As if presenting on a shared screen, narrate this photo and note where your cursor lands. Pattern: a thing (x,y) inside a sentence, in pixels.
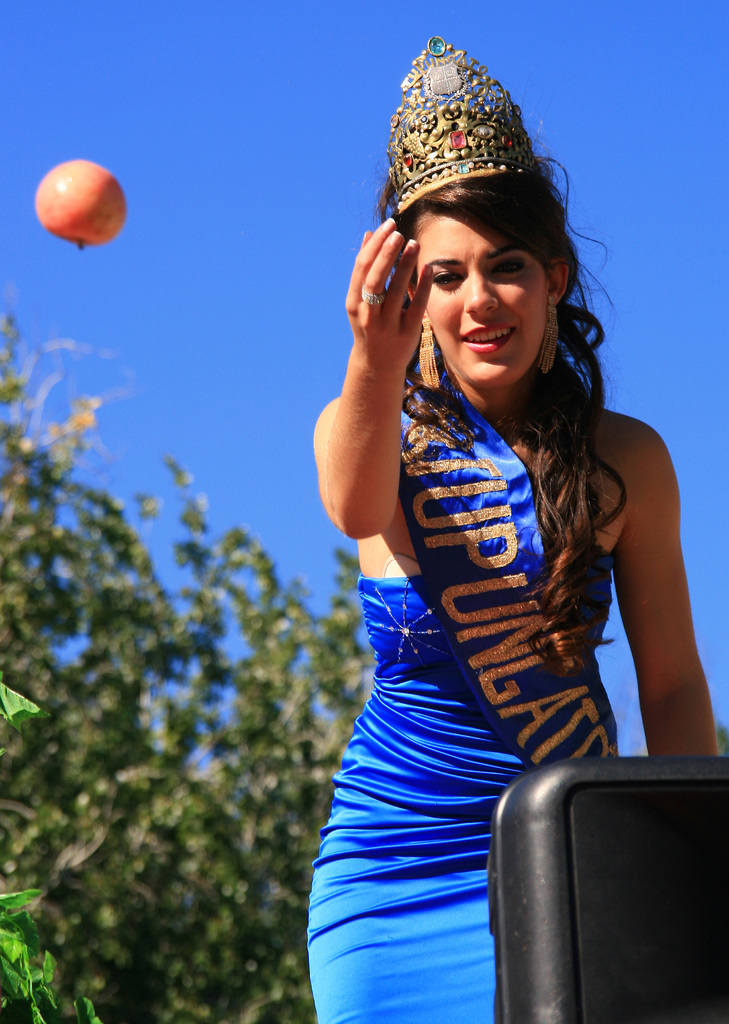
In this image we can see a woman (402,630), she is wearing blue color dress (440,732) and crown (456,111) on her head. Behind her tree (152,820) is there and in air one fruit (75,190) is present. The sky (256,152) is in blue color.
